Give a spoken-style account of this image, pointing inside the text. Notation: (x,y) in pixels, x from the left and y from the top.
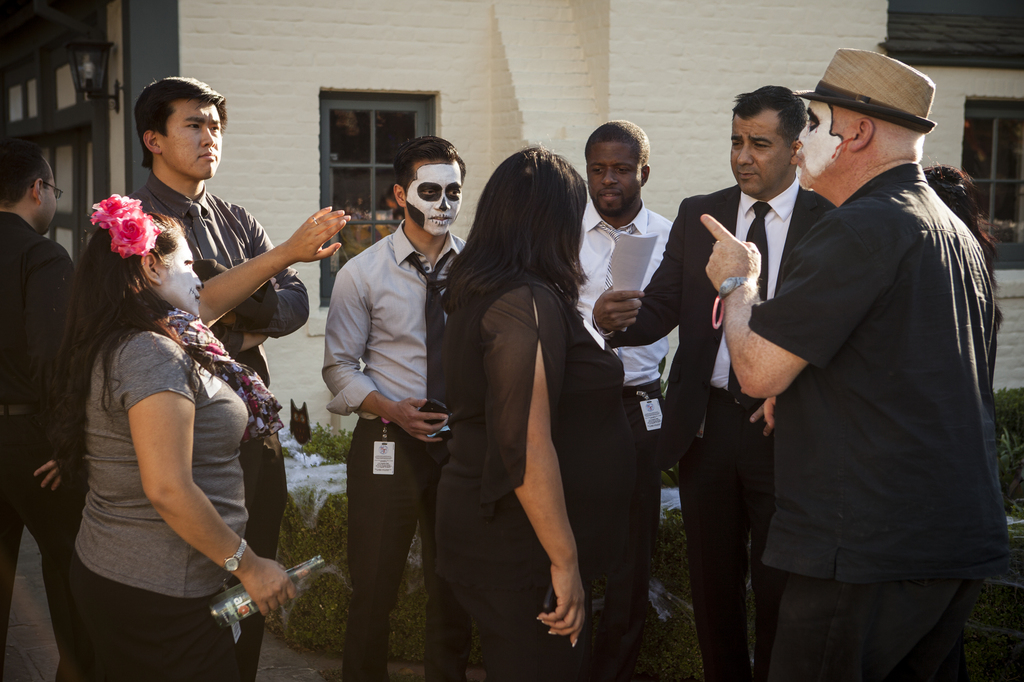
In this image there are group of people (507,287) standing on the floor (281,643) in which there are few people (428,238) who are having a paint (431,205) on their faces (449,197). In the background (424,37) there is a building (400,66) with the windows (337,119). On the ground (337,512) there is grass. There is a woman (208,378) on the left side (197,481) who is holding the glass bottle (247,595). There is a man (885,380) on the right side (867,384) who is pointing the fingers (725,242) in the middle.
